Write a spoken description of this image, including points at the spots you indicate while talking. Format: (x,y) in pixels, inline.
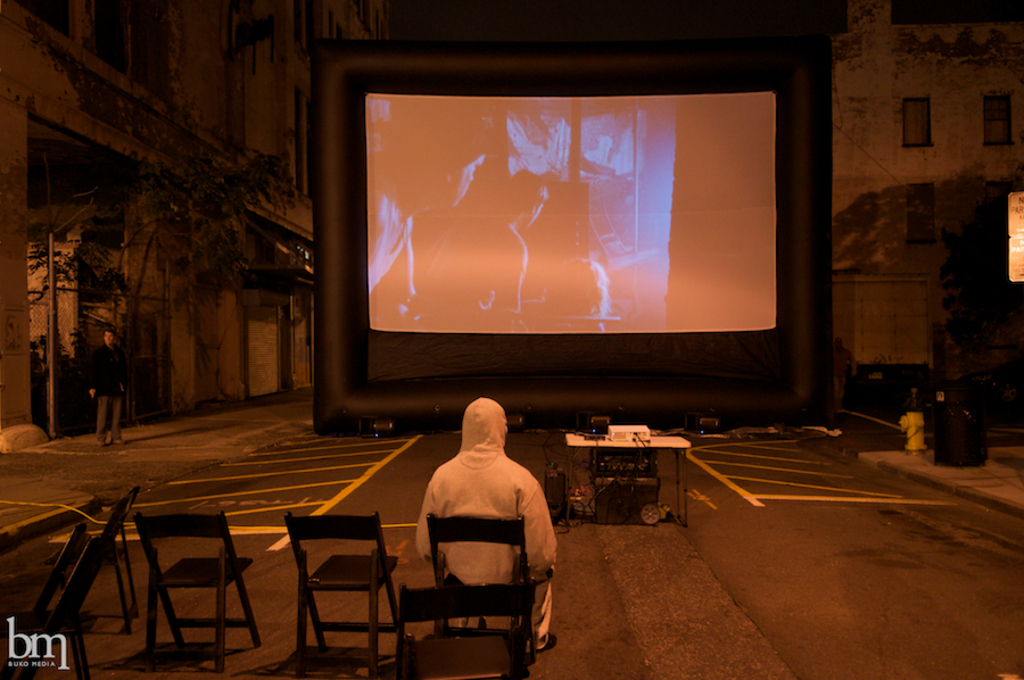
Here we can see a person (434,497) sitting on a chair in front of a screen (567,62) and he is watching a movie (641,244). This is a white table (625,446) where a projector (611,437) is placed. Here we can see a house (930,122) and a tree (987,276).
